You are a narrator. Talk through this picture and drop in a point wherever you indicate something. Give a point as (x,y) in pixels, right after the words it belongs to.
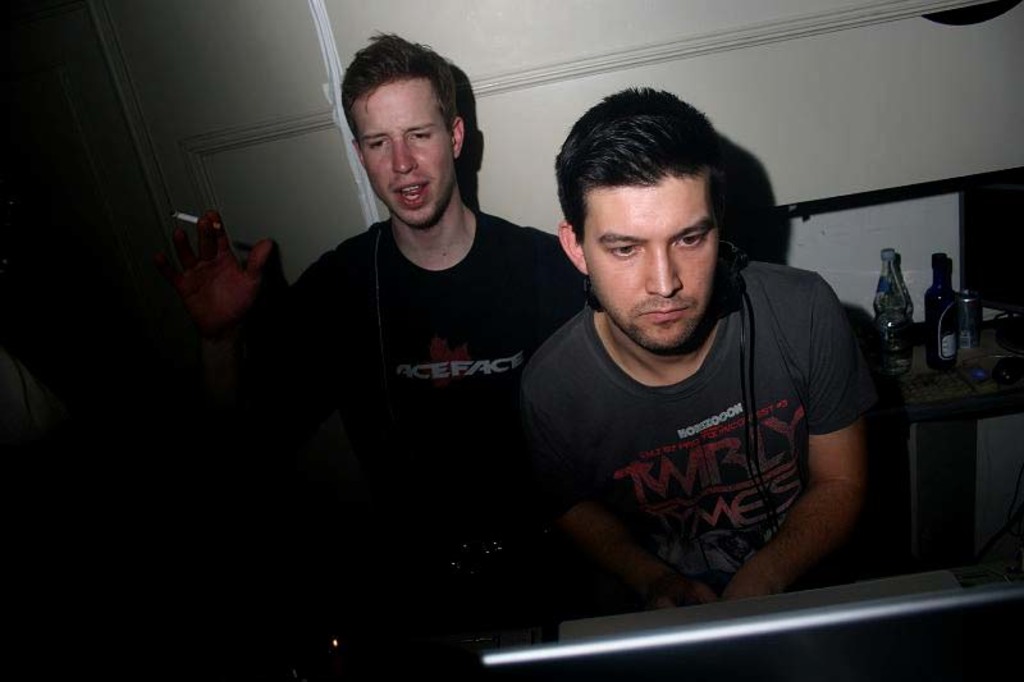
In this image we can see persons (734,471). In the background of the image (533,183) there is a wall (872,166), bottles (888,263), monitor (970,243) and other objects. At the bottom of the image (948,655) there is an object (547,656). On the left side of the image (52,437) it looks like a person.
